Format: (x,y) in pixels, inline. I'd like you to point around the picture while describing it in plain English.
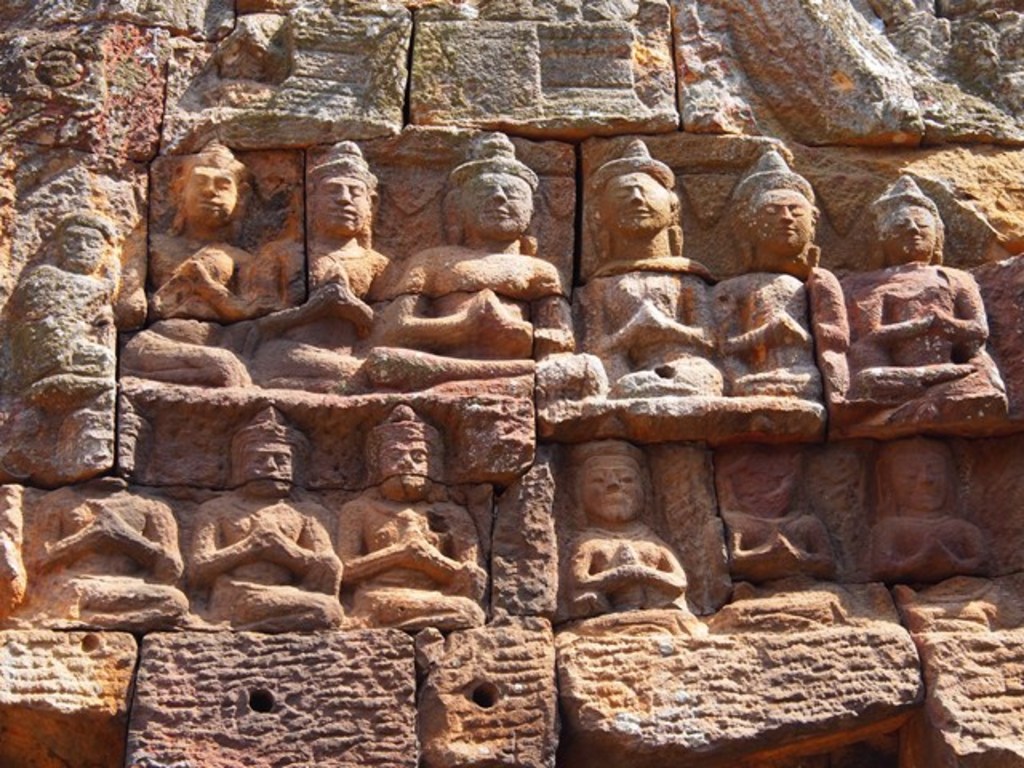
In the foreground of this image (481,537), there are few sculpture (339,519) on the stone (323,534).
